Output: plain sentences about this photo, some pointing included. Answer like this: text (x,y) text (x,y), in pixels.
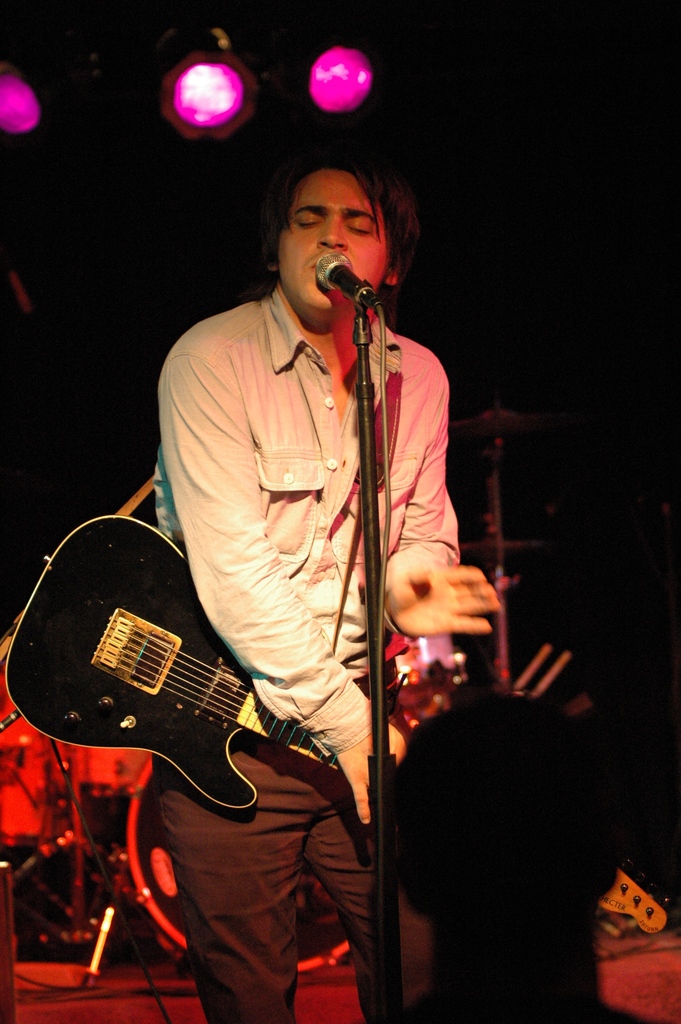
In the image we can see that the person (303,455) is standing and holding a guitar (191,614). This is a microphone (331,278).
